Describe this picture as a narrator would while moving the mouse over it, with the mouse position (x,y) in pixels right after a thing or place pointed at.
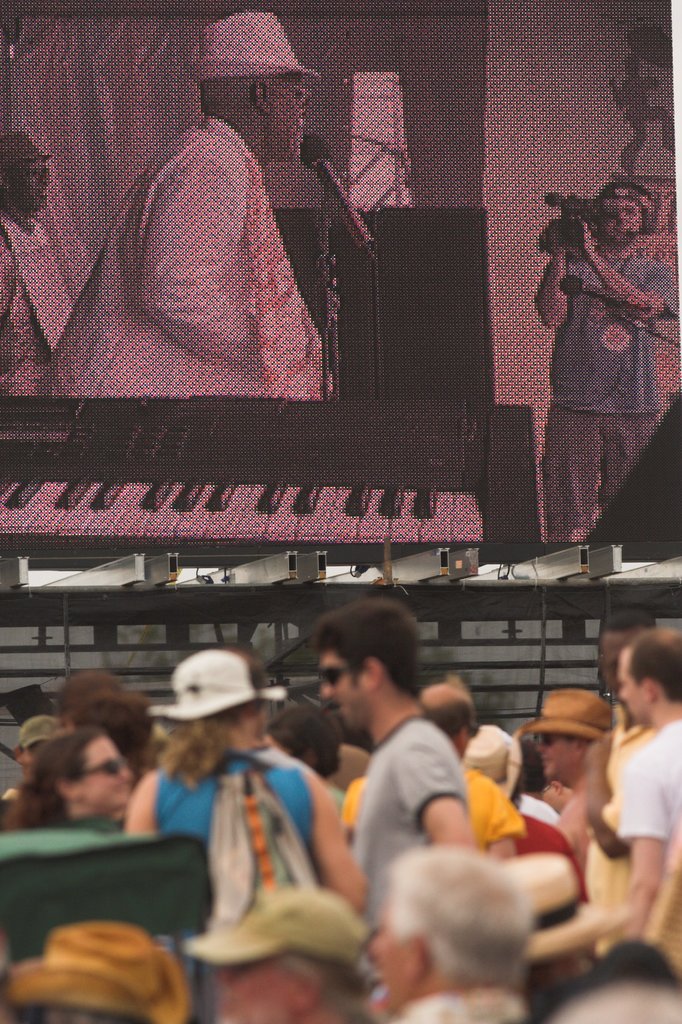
To the bottom of the image (391,868) there are few people (300,749) standing. Behind them to the top of the image (118,200) there is a frame (24,445). In the frame (212,420) to the left side (196,282) there is a man (209,270) with white dress (237,179) and there is a mic (306,157) in front of him. To the right corner of the image (610,245) there is a man (620,422) with a video camera (551,234) in his hand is standing.
